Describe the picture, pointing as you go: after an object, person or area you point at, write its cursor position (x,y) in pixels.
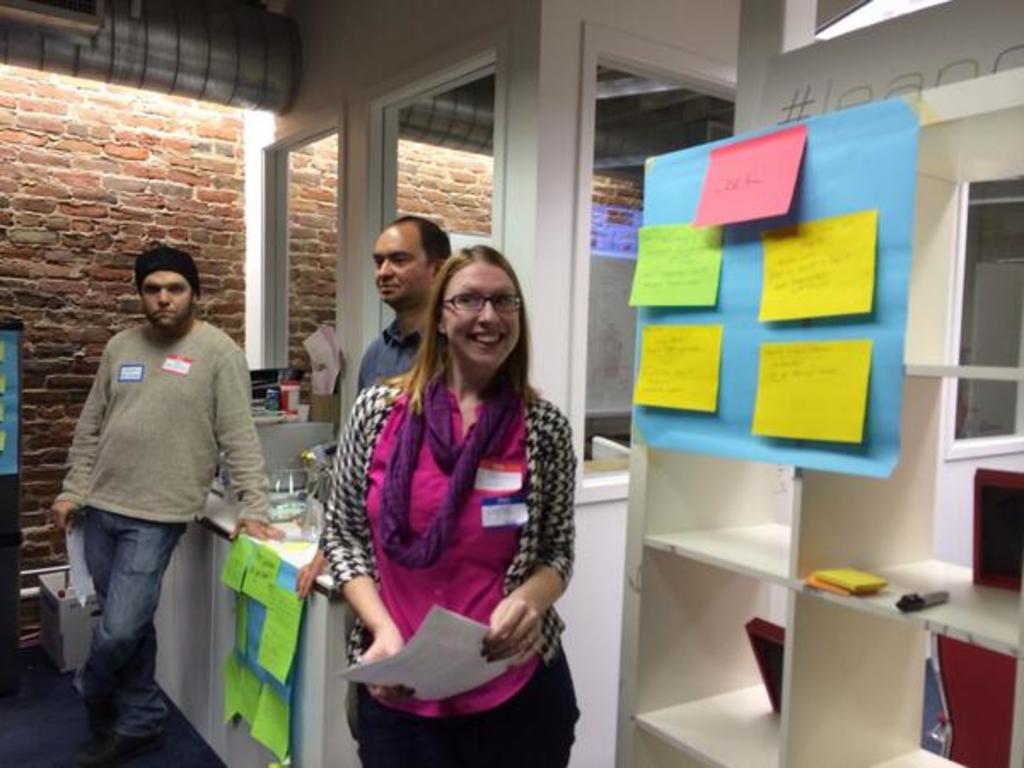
In the center of the image (352,444) we can see three persons (345,531) are standing and they are holding some objects (450,661). And the front person (519,454) is smiling and she is wearing glasses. In the background (524,285) there is a brick wall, window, table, poles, shelves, frame type objects (774,700), one marker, boards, notes (836,589), blue and black color object (9,380), jars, papers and a few other objects (826,574). On the notes (719,352), we can see some text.
